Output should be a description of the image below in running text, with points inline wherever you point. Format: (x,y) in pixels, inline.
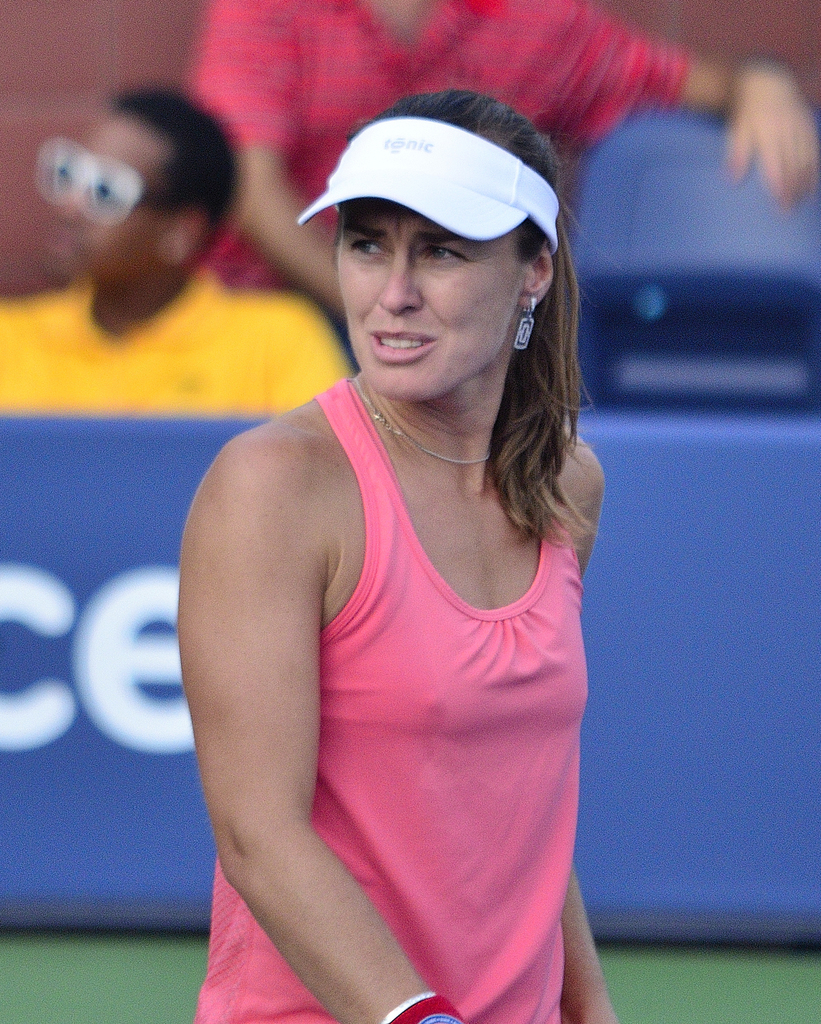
In this image we can see a lady (417,626) wearing cap (374,135). In the back (127,469) there is a wall (100,699) with something written. Also there are two persons (222,214). One person (159,201) is wearing goggles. And it is looking blur in the background (660,813).
